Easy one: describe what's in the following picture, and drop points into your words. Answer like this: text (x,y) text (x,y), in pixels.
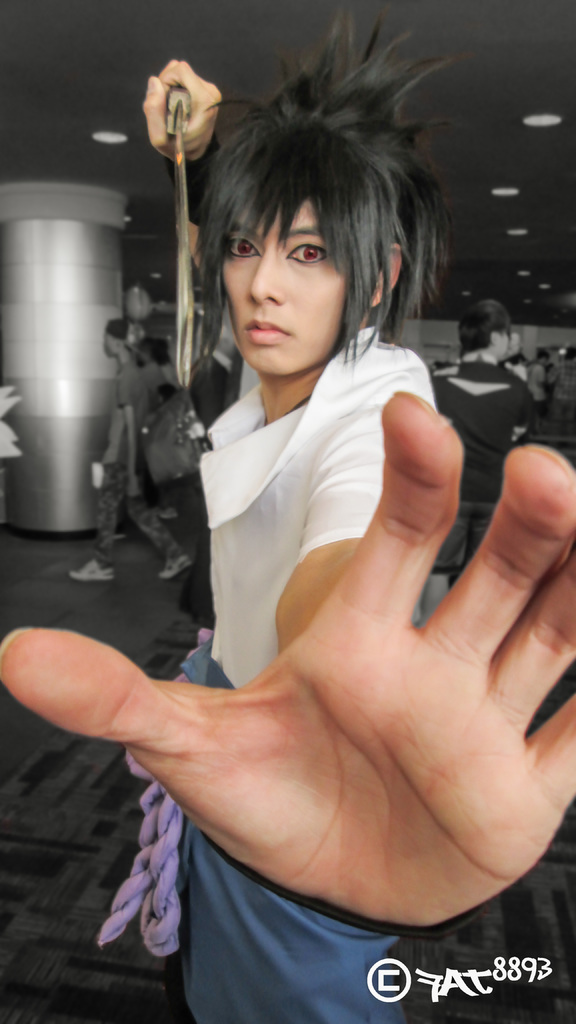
In this edited image there is a woman (281,687) standing. She is holding a knife (181,176) in her hand (188,142). The background (135,436) is black and white in color. There are few people (124,409) walking. To the left (39,348) there is a pillar (32,281). There are lights (106,138) to the ceiling (517,142). There is a carpet (50,927) on the floor (26,965). In the bottom right (436,986) there is text (476,978) on the image.
